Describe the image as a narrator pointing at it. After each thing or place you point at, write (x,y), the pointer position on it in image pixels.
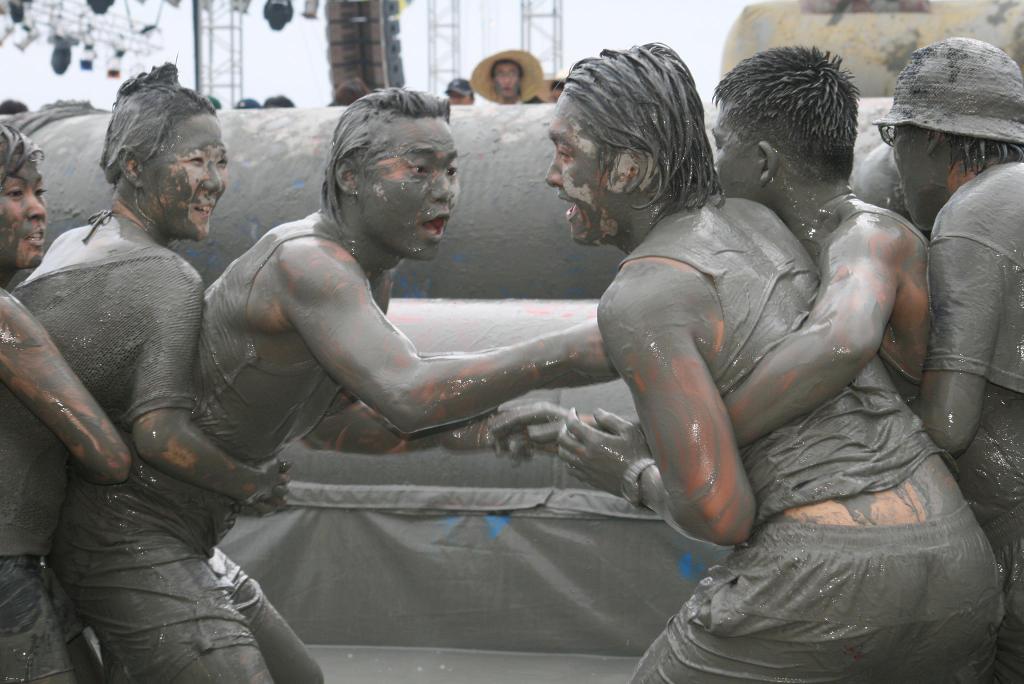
In this image I can see group of people (555,370). In the background (551,266) I can see few objects (498,206) in gray color, few poles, lights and the sky (636,29) is in white color.
